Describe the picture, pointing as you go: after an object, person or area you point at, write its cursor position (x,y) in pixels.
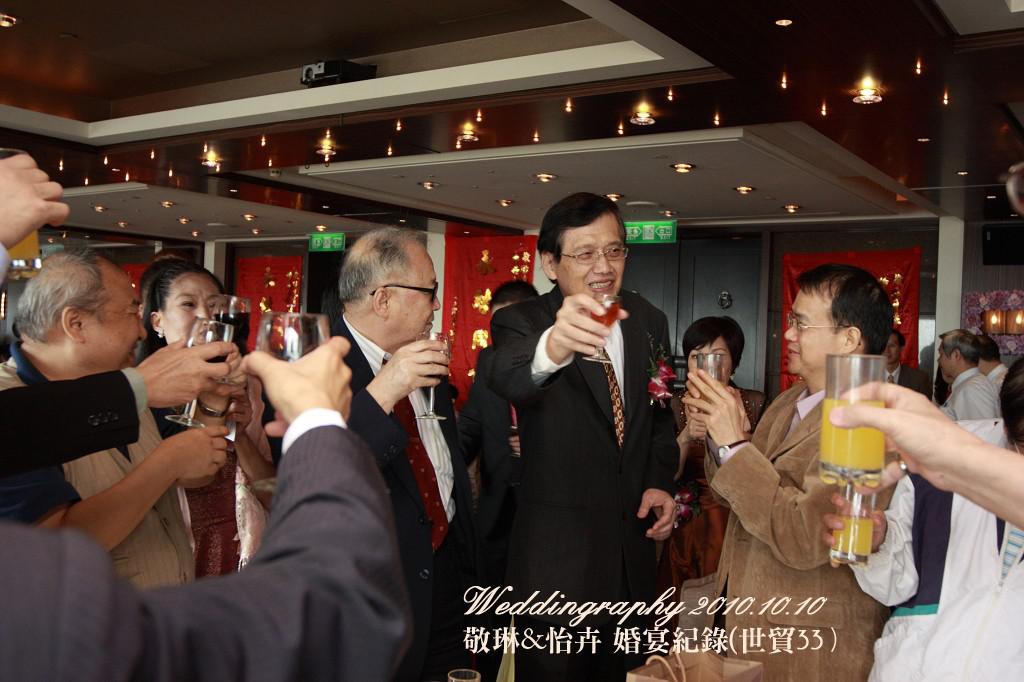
In this image I can see number of people (42,477) are standing. I can see most of them are wearing formal dress (364,428) and I can see all of them are holding glasses (607,308). I can also see few of them are wearing specs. Here I can see watermark (552,599) and in background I can see number of lights (785,77).
